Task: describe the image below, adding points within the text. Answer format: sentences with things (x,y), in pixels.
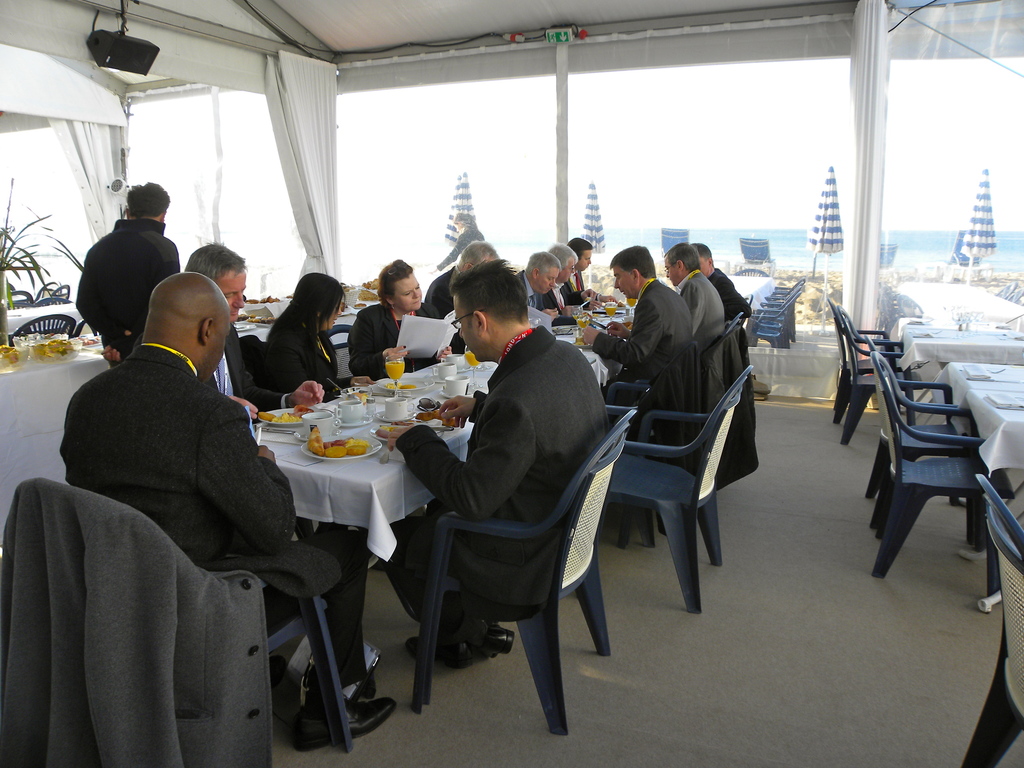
In this picture we can see group of people (586,401) sitting on chairs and having their lunch (394,425) on table (376,423) and on table (301,419) we can see plates (292,409), cup (351,405), glass (397,387) with food (410,389) and drinks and in background (459,195) we can see sky (717,113), chairs (770,240), umbrella (835,185) with poles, curtains (333,162) and here the man (281,589) kept coat (189,642) on the chair (153,629).
